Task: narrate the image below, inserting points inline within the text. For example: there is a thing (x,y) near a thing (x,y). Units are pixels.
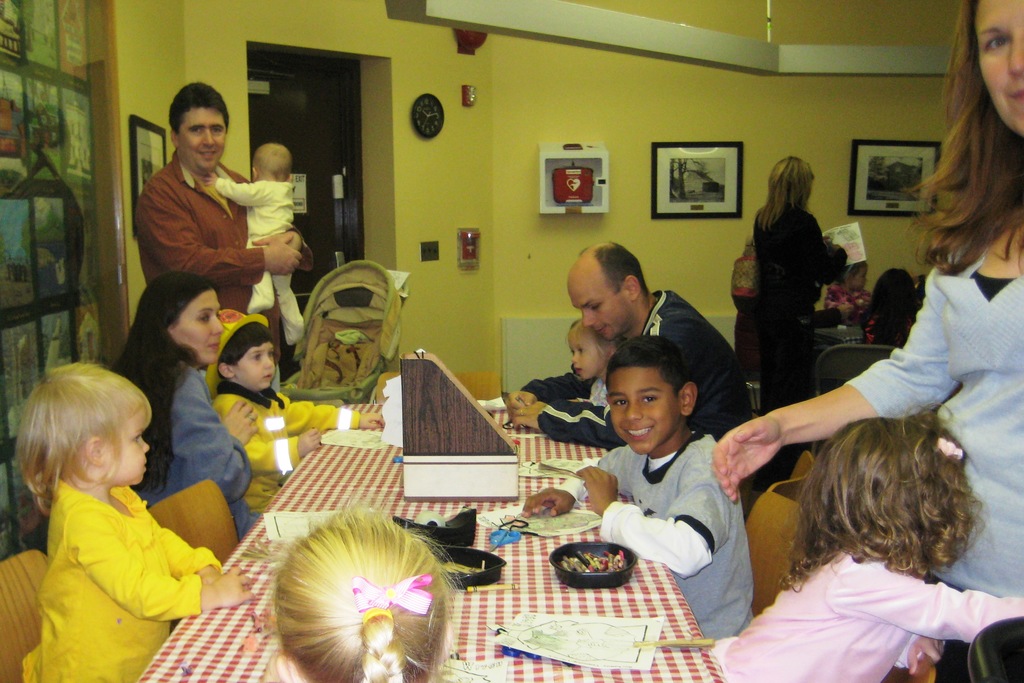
In this image there are a few people (407,606) sitting and few (242,236) are standing. In the middle of them there is a table (463,620) with some papers (535,622), bowls (482,555) and a few other objects (417,489), there is a person (212,214) holding a baby (255,229), beside him there is a baby stroller (365,333), there are a few frames (75,111) and objects (573,191) are hanging on the wall (820,191).
